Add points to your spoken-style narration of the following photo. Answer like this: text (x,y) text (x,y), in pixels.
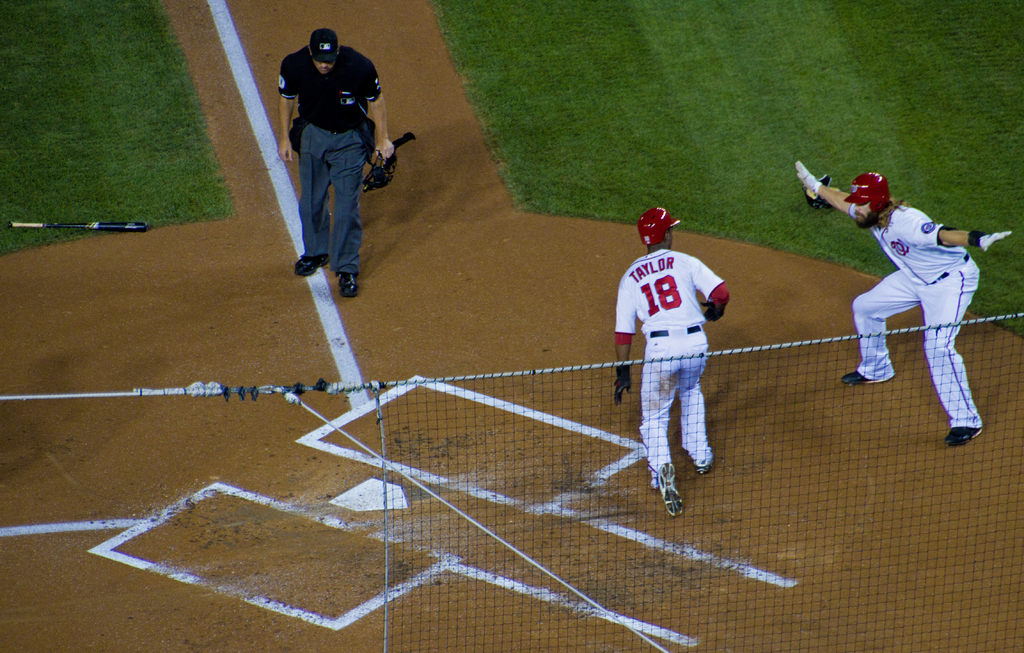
This picture is taken on the ground (706,371). Towards the right (699,289), there are two men (945,277) wearing white t shirts (939,262), white trousers (947,292) and red helmets (863,190). On the top left (336,73), there is a man (335,129) wearing a black t shirt (343,109), grey trousers (332,149) and a black cap (332,58) and he is holding something. At the bottom (499,491), there is a net (598,427). Towards the left (32,229), there is a bat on the ground (196,271).
